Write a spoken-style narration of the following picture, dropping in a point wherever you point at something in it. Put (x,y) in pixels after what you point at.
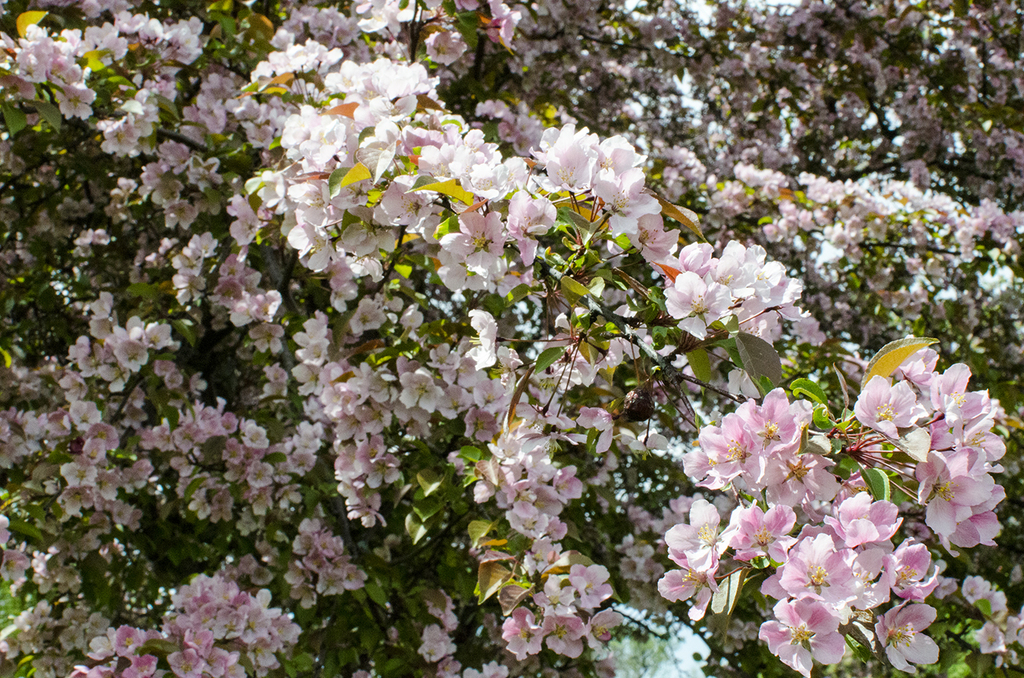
In this image we can see a group of plants (301,436) with the bunch of flowers (487,482) to them.
